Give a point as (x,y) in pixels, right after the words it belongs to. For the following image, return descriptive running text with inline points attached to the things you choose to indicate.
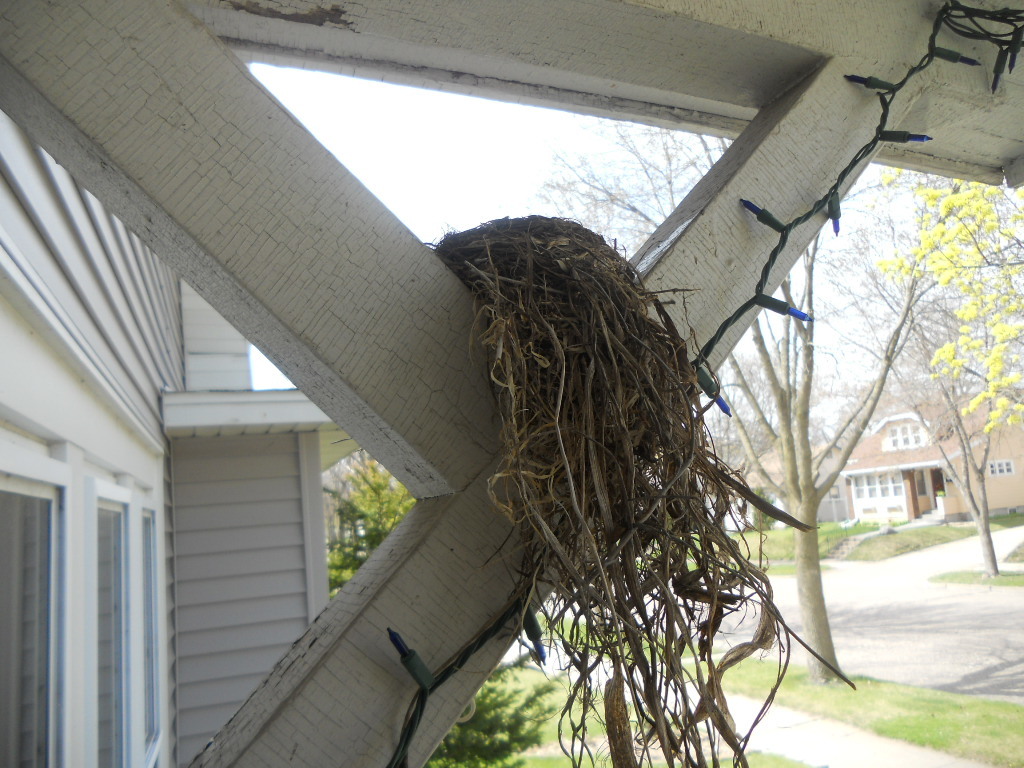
In the image we can see the nest (580,388), wooden fence (384,257), building (146,363), the windows (14,581) of the building (92,594), lights (776,227) and wire (840,176). We can see there are trees (901,322), grass (927,702), path (912,605) and the sky (454,176).
